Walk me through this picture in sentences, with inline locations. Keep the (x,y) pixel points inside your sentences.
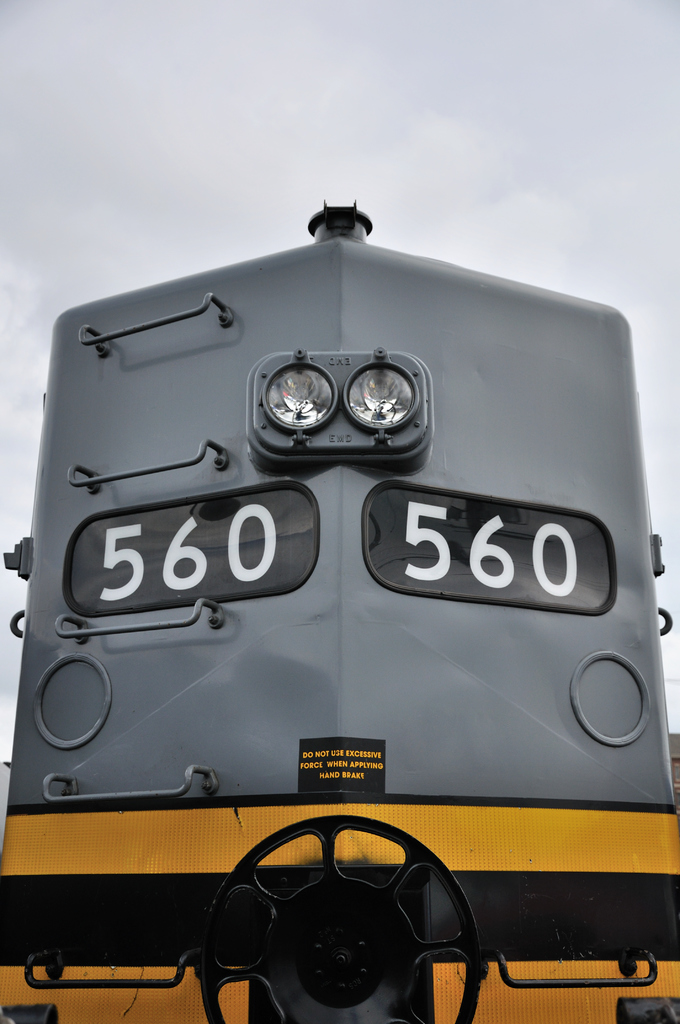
In this image we can see there is a train (293,513). In the background (481,133) we can see the sky (481,133).
